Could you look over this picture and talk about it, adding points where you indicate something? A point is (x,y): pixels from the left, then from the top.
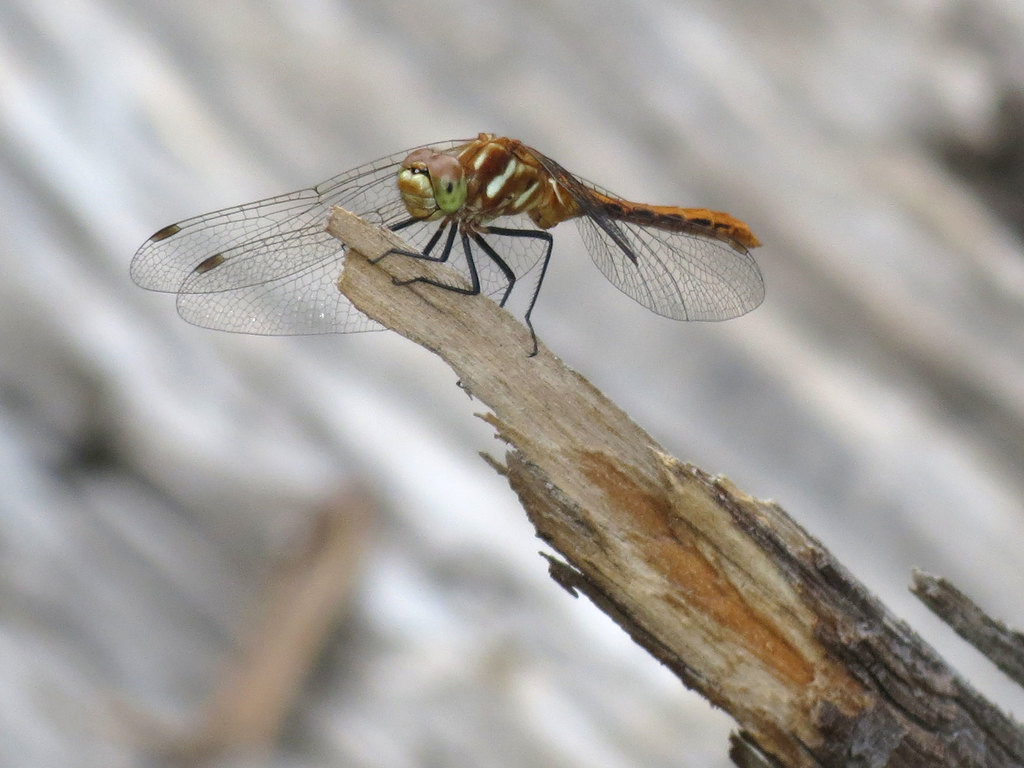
At the top of this image (603,244), there is an insect (455,183) having wings (516,258), legs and standing near the edge (359,215) of the branch (462,320) of a tree (943,729). And the background (558,653) is blurred.
